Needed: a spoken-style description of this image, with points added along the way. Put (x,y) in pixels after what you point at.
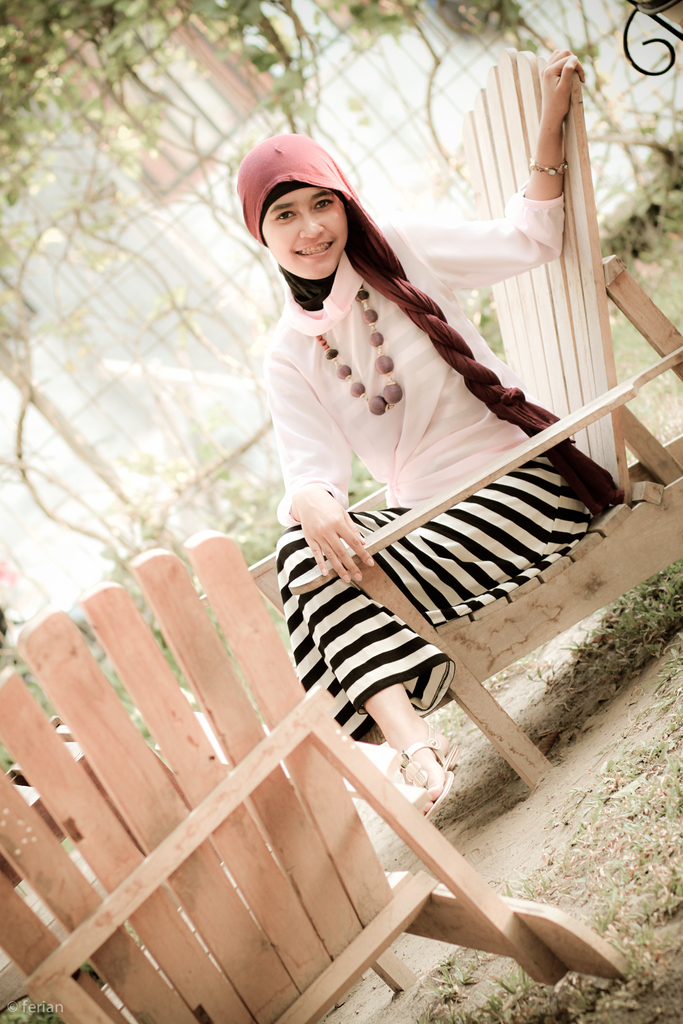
In this image at the bottom (212,827) we can see a chair (209,837) on the ground (469,961). There is a woman (327,515) sitting on the chair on the ground (637,973). In the background (38,690) there are plants (35,684), fence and other objects (209,58).
